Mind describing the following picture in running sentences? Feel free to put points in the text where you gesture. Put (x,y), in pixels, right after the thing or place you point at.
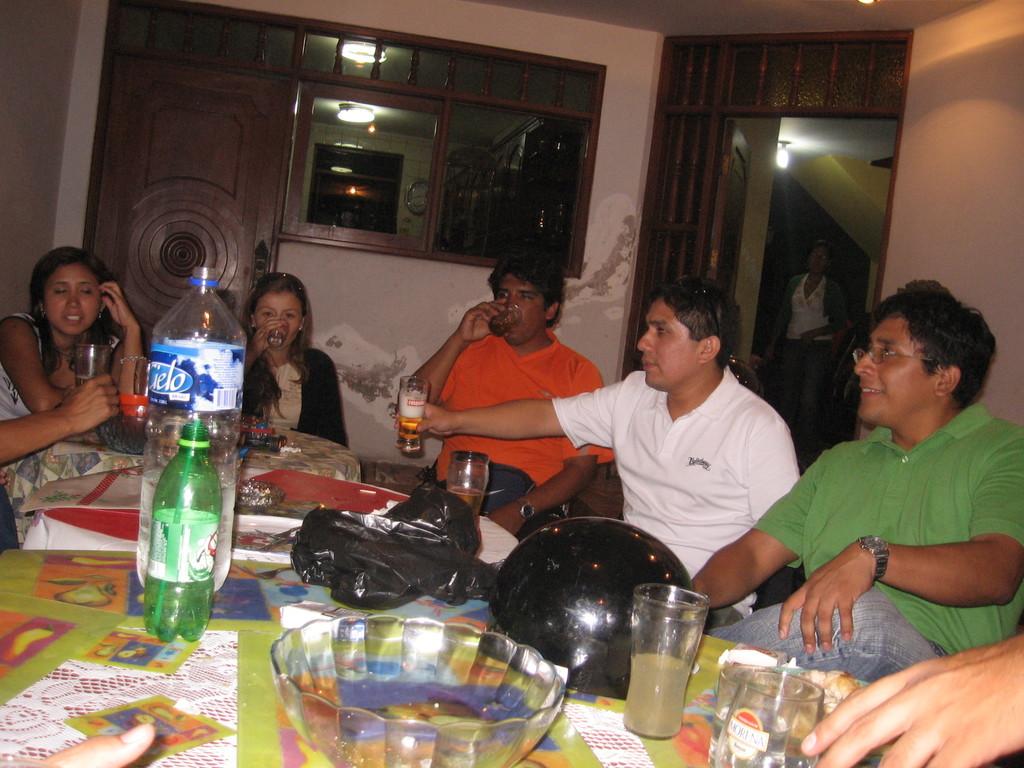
In the center of the image (570,463) we can see few people (835,538) are sitting around the tables (229,640). And one of them is smiling, which we can see on his face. And few people (580,403) are holding glasses (91,381). On the tables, we can see bowls (442,745), water bottles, glasses (758,685), one black color object (566,592), one plastic cover (391,549) and a few other objects (292,611). In the background (1003,237) there is a wall (998,285), door (812,68), pillar (749,280), roof (794,139), lights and a few other objects (356,192).
